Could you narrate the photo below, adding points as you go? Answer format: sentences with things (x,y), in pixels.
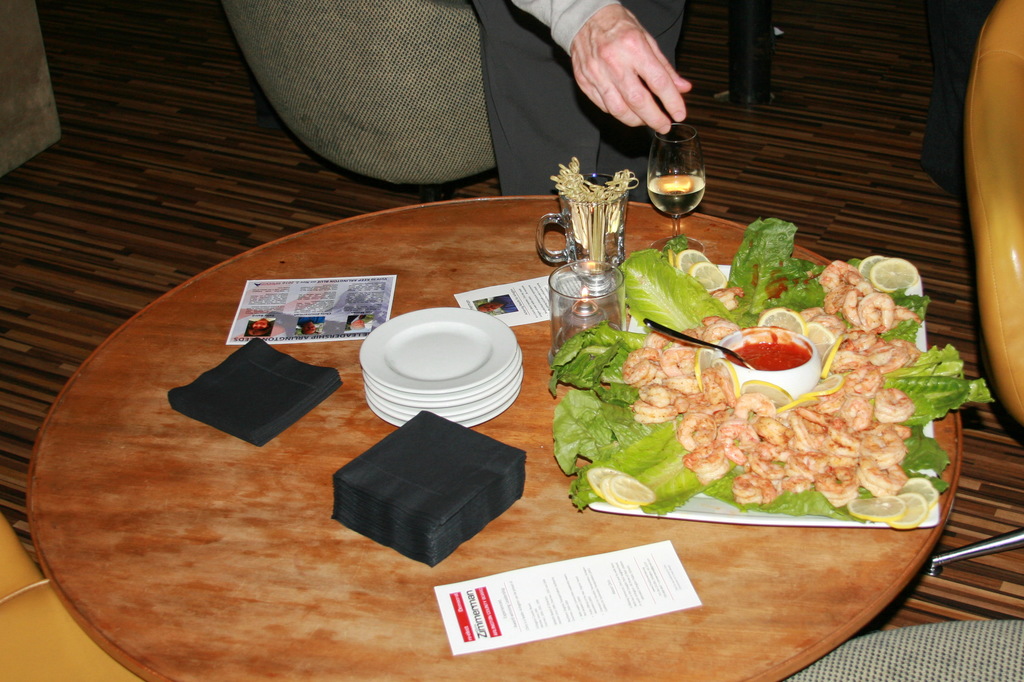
In this image I see a table (464,229) on which there are white plates (492,371) and on this plate (790,345) I see food (728,331) which is of light brown in color and I see leaves (732,286) and I see the cup (783,378) on which there is red color thing (788,365) and a spoon (749,366) and I see a glass (667,151) over here and I see the black color things (256,393) over here and I see few papers (666,604) and I see the floor (873,211). I can also see a person (568,77) over here.
